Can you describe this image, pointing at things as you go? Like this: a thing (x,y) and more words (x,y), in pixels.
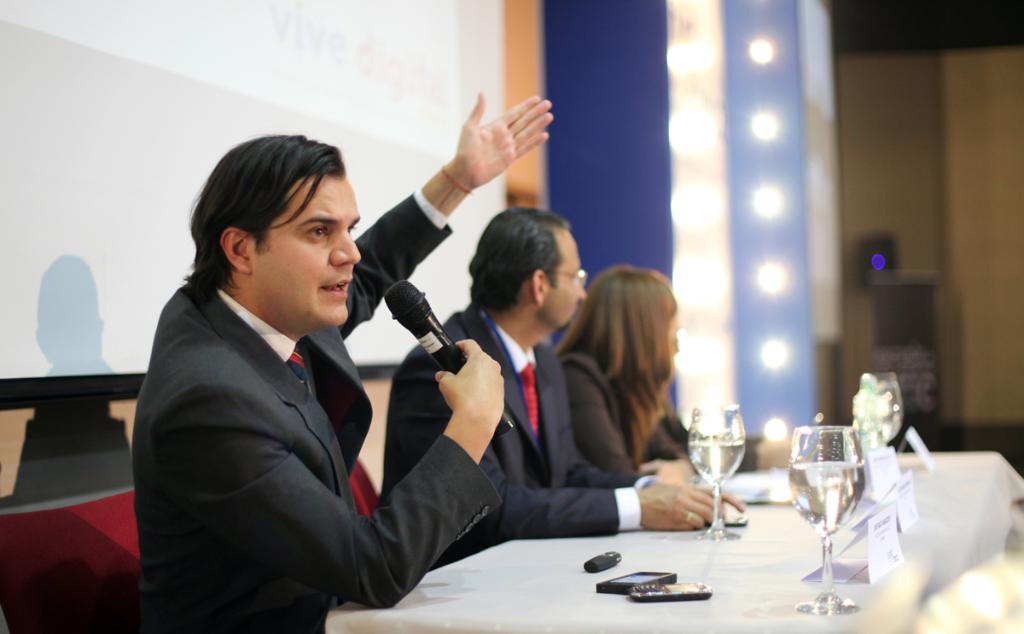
In this picture we can see two men (502,287) and one woman (606,320) sitting on chair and here man (473,403) wore blazer (265,418), tie (295,360) holding mic (416,311) in his hand (463,412) and talking and in front of them on table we have glasses (815,475) with water (718,441) in it, name boards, mobiles (665,580) and in background (462,250) we can see screen (392,76), wall (903,149), lights (752,195).
